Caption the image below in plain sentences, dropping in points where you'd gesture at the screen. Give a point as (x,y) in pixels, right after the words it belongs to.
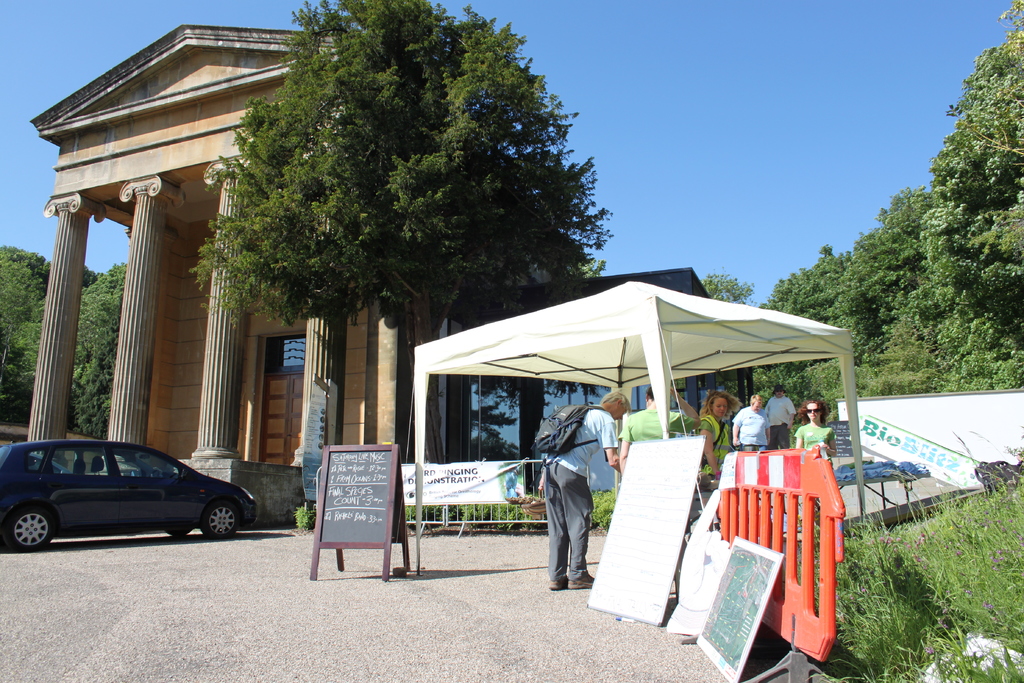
This picture is clicked outside. On the right (808,441) we can see the group of persons (776,423) seems to be standing on the ground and there are some objects (641,534) placed on the ground (68,555). In the center (366,449) there is board (356,506) attached to the stand (394,505) and the text (358,478) is written on the board (373,496). On the left (225,496) there is a car (128,458) parked on the ground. On the right corner (984,609) we can see the green grass (937,544) and a white color tent (631,330). In the background (728,114) there is a sky (743,88), building (83,110) and trees (496,284) and some plants (465,511).
